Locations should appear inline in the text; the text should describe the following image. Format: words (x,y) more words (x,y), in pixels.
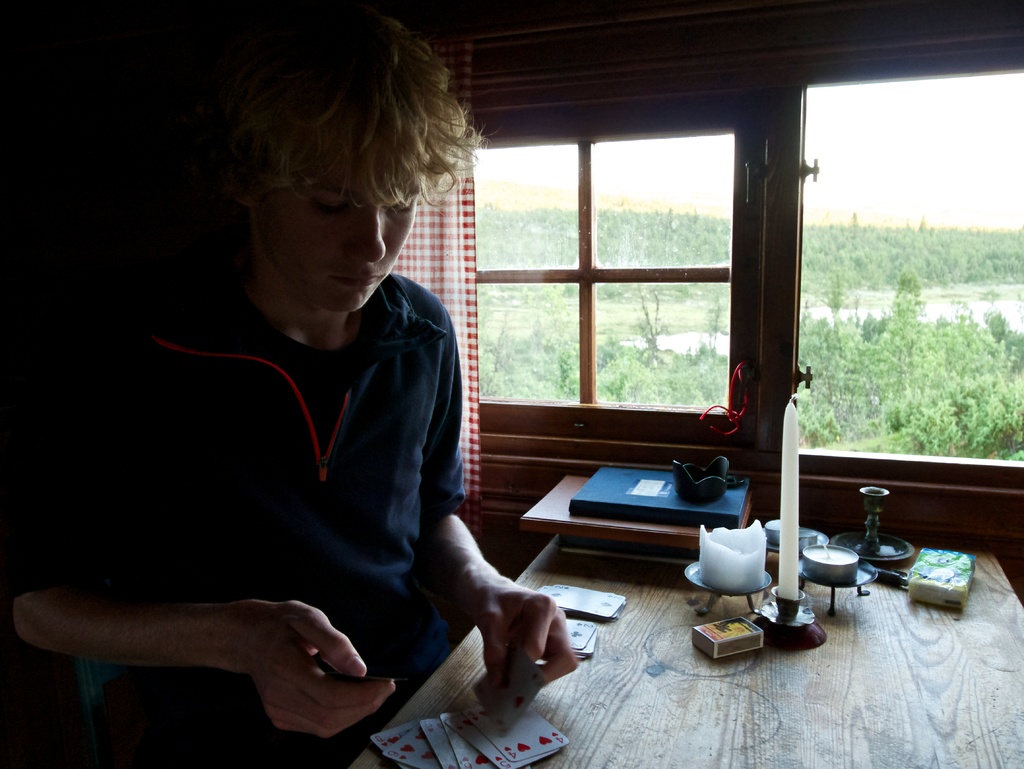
There is a person (459,175) standing on the left side (71,389) and he is playing with cards (509,701). This is a wooden table (777,683) where cards (605,619), candles (757,543) and book (688,553) are kept on it. This is a glass window (613,300). Here we can see trees (931,360).
